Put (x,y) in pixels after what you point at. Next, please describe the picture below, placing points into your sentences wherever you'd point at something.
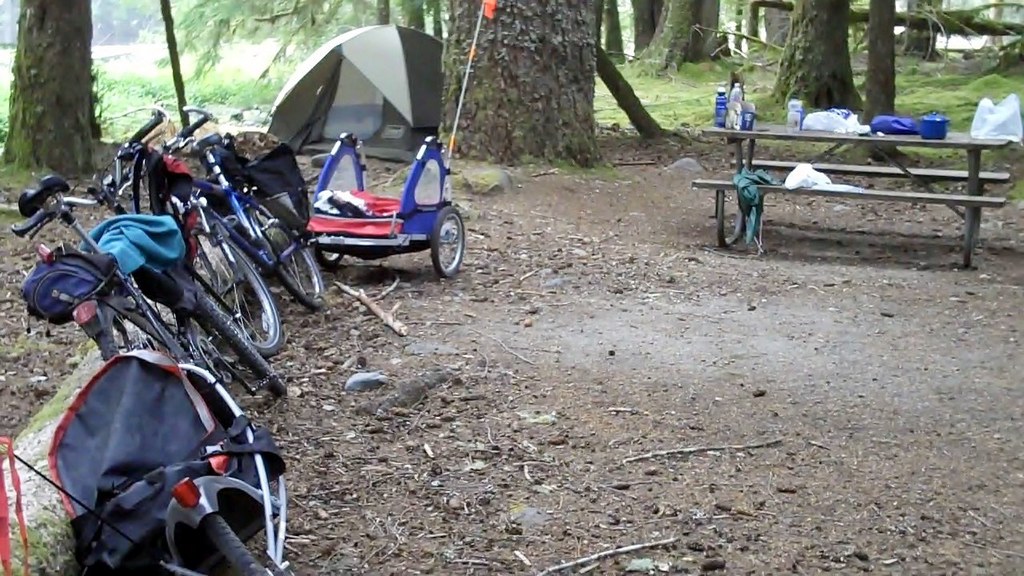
This image looks like it is clicked in a forest (554,109). To the right (946,142), there is a bench (861,136), on which bottles (722,104) boxes (943,121) and some plastic bags (818,117) are kept. To the left (138,311), there are some bicycles (260,249) and a trolley (348,226). In the middle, there is a tent (410,78) beside the tree (529,101). In the background (660,39), there are many trees (826,70) with grass (973,83).
